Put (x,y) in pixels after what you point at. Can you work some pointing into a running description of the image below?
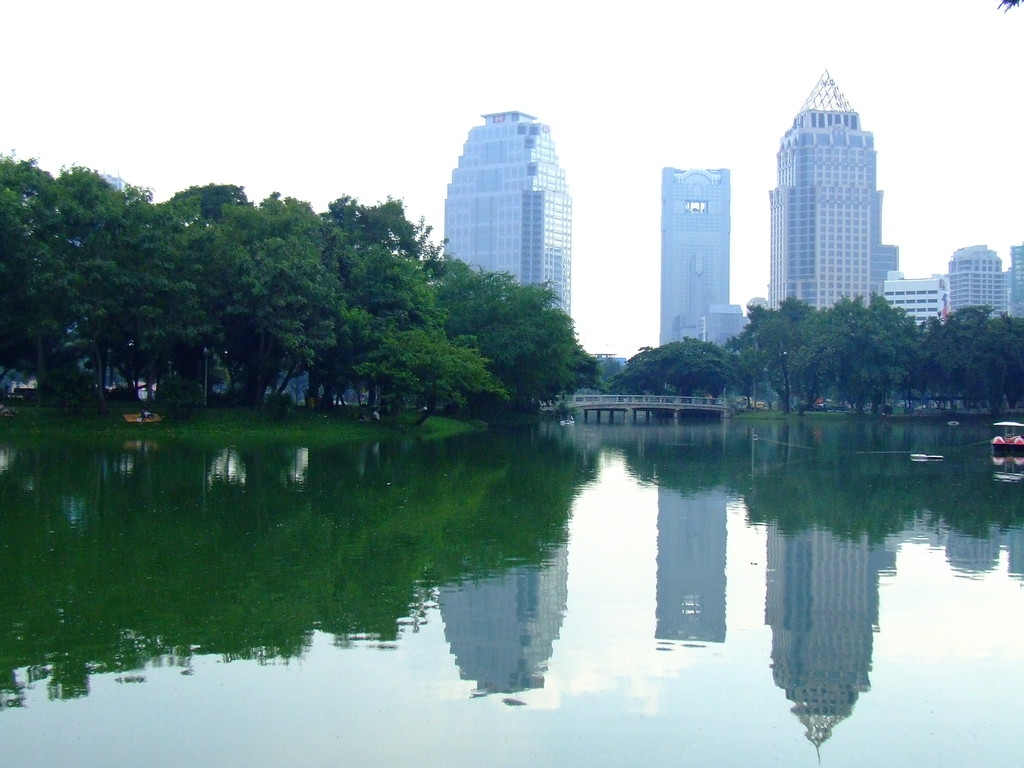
In this picture we can see a boat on the water (374,499), trees (403,394), bridge (642,407) and behind the trees (565,394) there are skyscrapers (885,258) and a sky (939,240).
